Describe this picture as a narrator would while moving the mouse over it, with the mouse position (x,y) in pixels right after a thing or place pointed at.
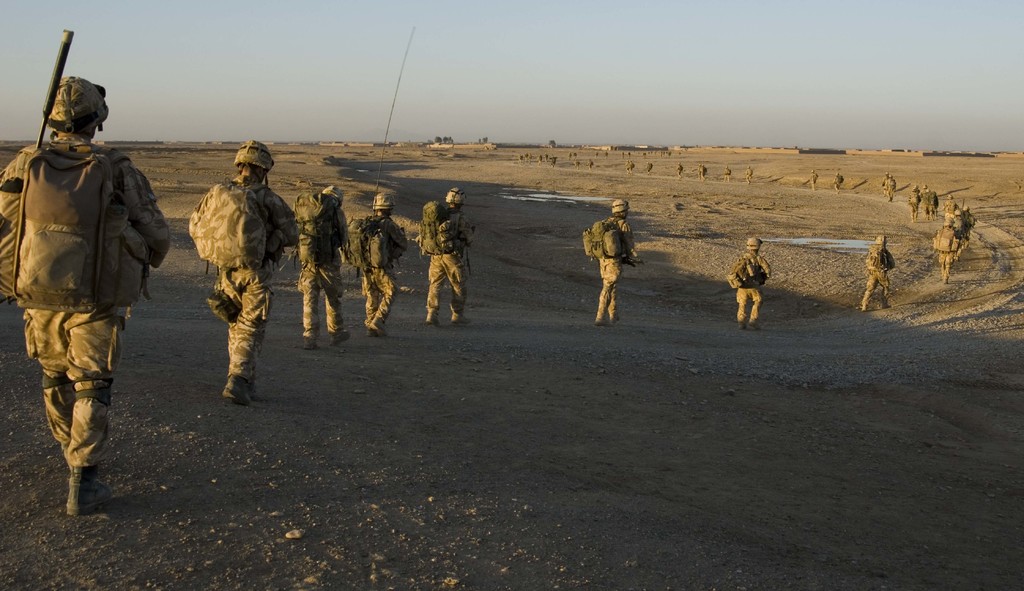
In this image we can see group of persons (893,176) walking on the ground (192,349). In the background (841,140) we can see ground (467,160), buildings (434,147), trees (442,142) and sky (524,113).
